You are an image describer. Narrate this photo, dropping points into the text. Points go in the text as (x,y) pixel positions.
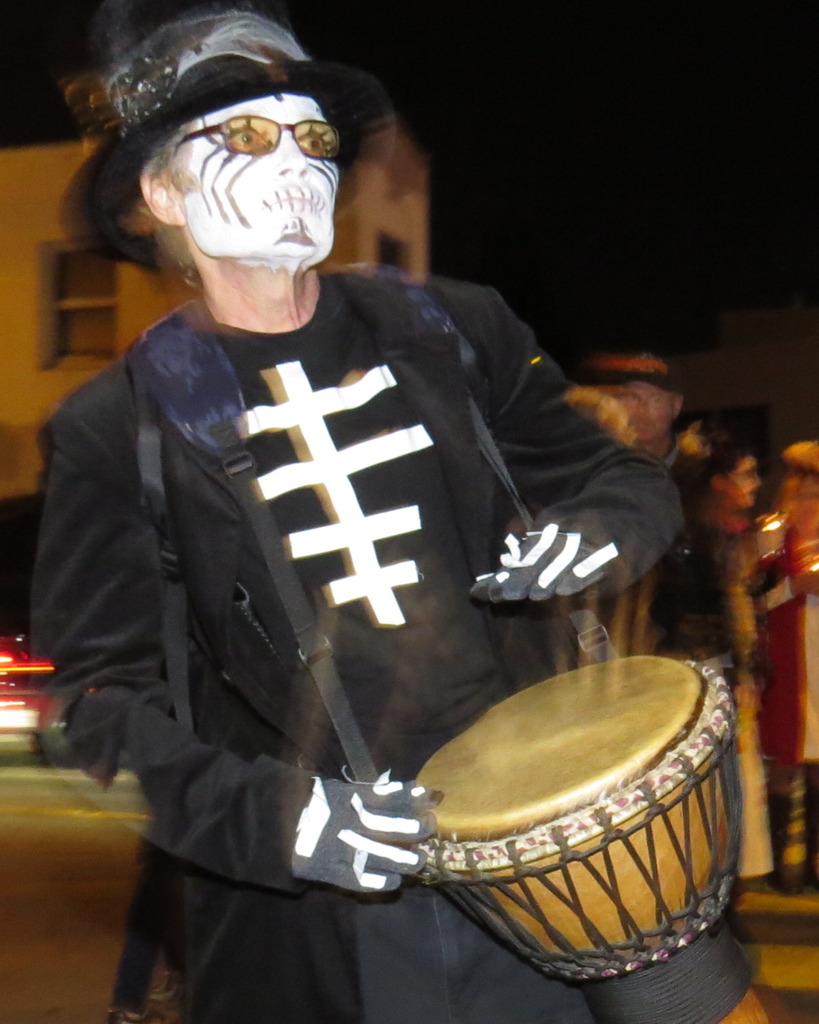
there was a person (300,412) with the make up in white color wearing a black costume (311,771), there was musical instrument (543,764) hanging.
